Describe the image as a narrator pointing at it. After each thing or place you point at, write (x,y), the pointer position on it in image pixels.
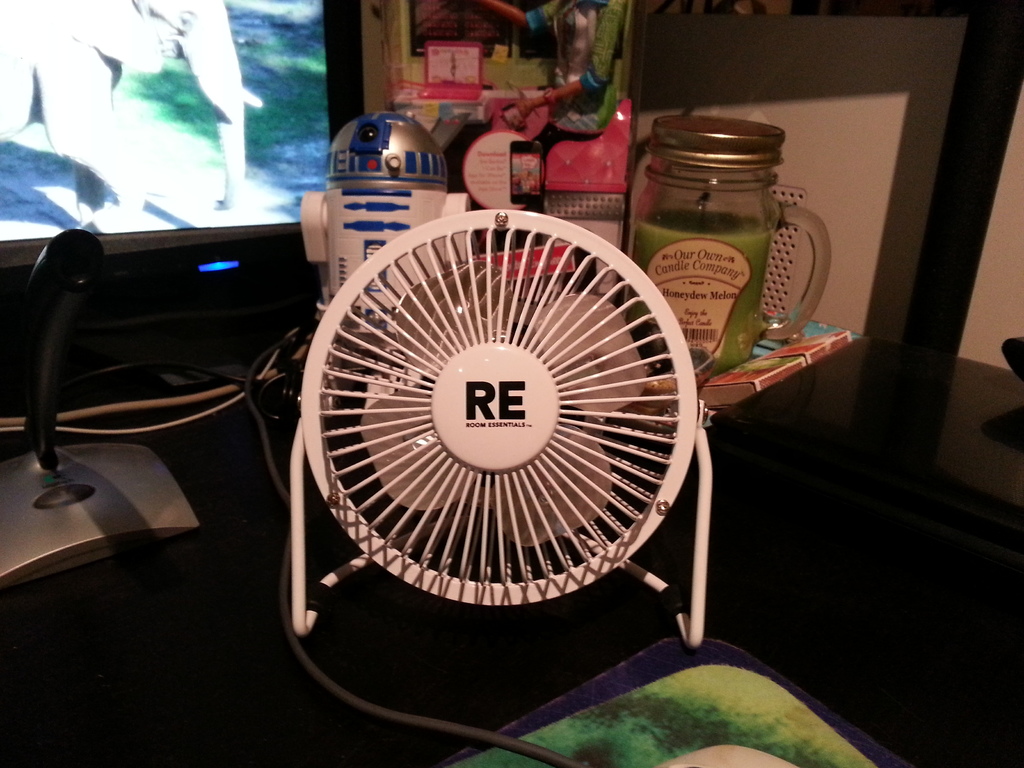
In this image we can see a jar (704,299), book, table fan (376,419), cables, some other objects (173,501), also we can see a television (109,266) and the wall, on the table (184,628) we can see a mat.
